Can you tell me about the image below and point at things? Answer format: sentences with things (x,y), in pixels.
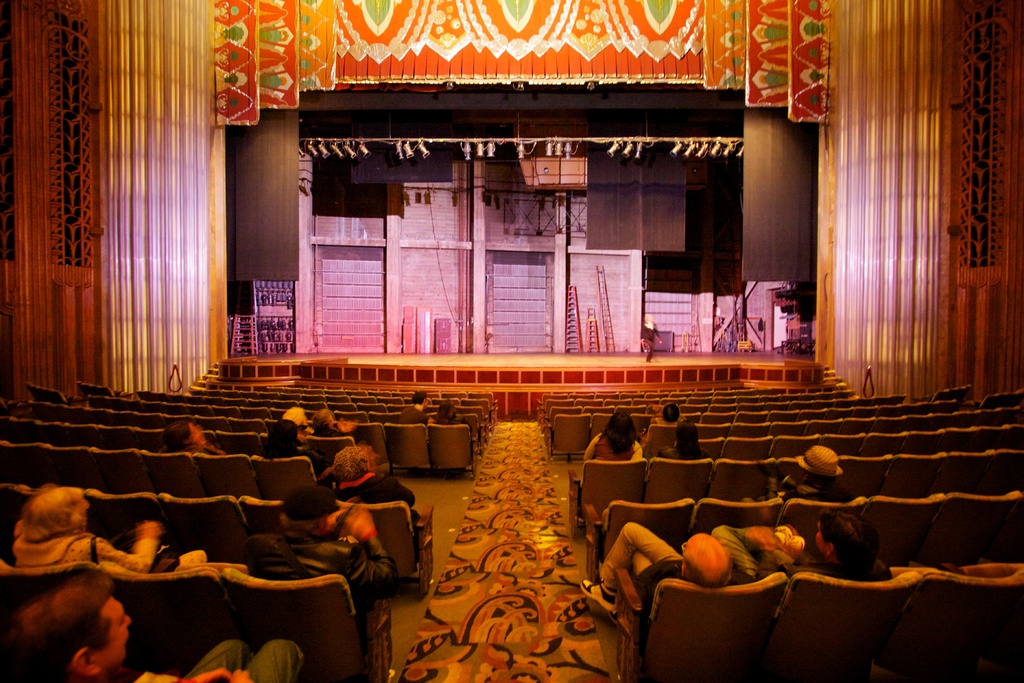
Here there are few people (82,544) sitting on the chair (238,431). In the background (452,332) there is a person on the stage (434,359) performing and there are some objects (444,346). We can also see lights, wall (20,29) and curtain (593,70).
